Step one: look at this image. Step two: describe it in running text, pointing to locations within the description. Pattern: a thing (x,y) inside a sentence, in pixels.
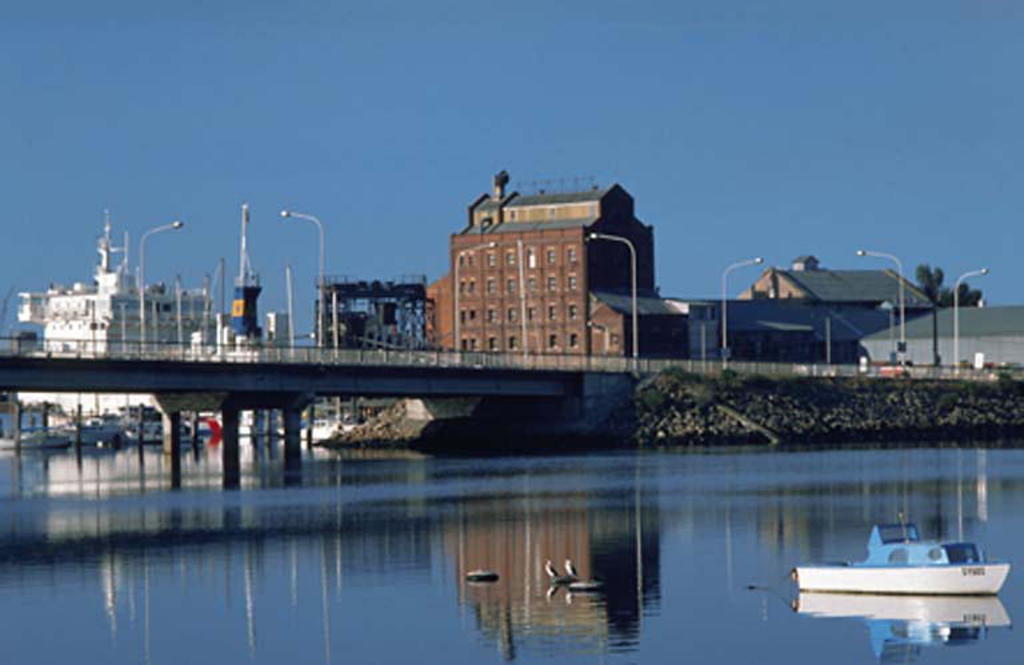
In this picture we can see a boat (1004,571) and birds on water (528,556), bridge (531,354), pillars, buildings (607,289), pole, trees (965,294) and in the background (121,194) we can see the sky (467,126).
